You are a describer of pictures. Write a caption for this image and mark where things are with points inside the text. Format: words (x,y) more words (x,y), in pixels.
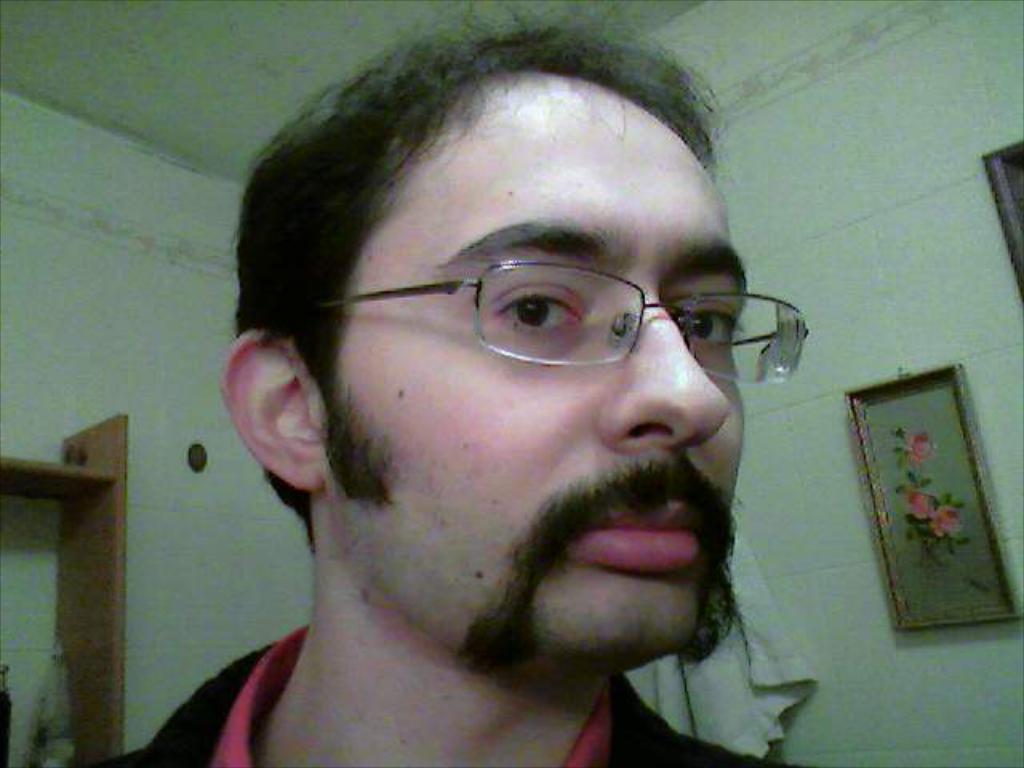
A man (517,69) is present in a room (913,345). There are photo frames (925,605) on the right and clothes (760,693) are hanging behind him. There is a shelf (107,505) on the left (37,499). There are white walls (95,154).
